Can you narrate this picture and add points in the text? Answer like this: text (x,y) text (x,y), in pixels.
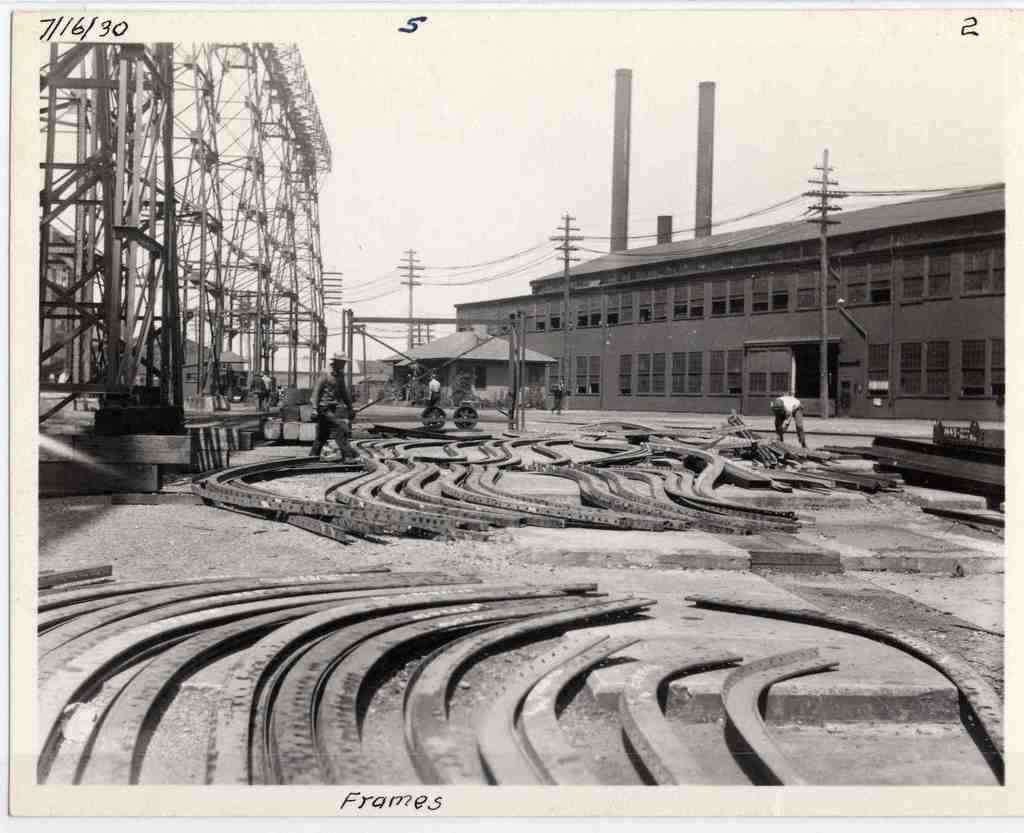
In this picture we can see a poster (492,446), in the poster (352,451) we can find few metal objects (191,620), buildings (437,361), poles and few people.
